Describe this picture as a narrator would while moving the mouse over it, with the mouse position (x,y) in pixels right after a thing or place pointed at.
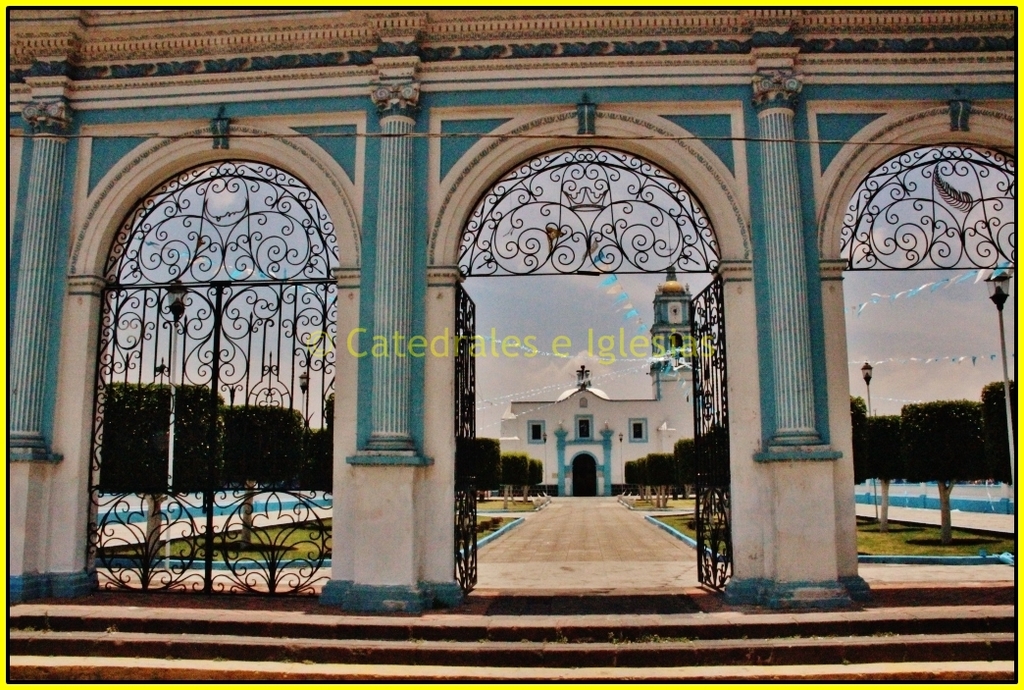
In this picture I can see a gate (720,413), a building (630,422), the grass (302,540) and trees (895,465). In the background (569,292) I can see the sky (574,290). Here I can see steps (429,656). I can also see a watermark (493,337) over here.
